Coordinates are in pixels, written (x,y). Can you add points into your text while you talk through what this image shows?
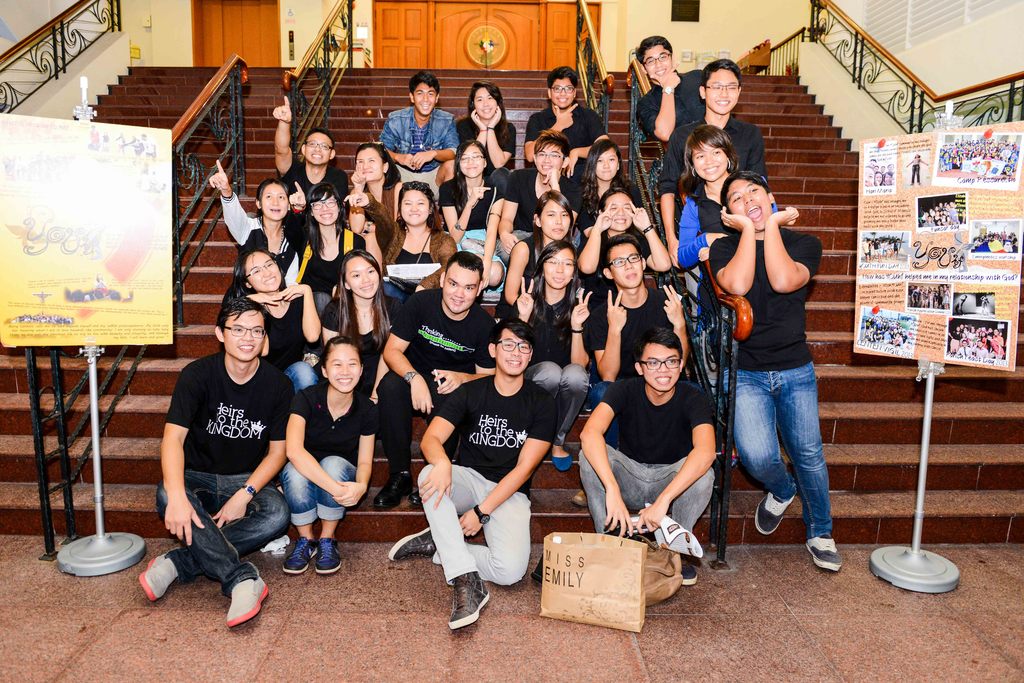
In this image, we can see some people (616,435) sitting on the stairs (342,101), there are some brown color stairs (370,81), we can see two yellow color doors (526,18), at the right side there is a poster (1009,365) on a board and there are some people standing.
